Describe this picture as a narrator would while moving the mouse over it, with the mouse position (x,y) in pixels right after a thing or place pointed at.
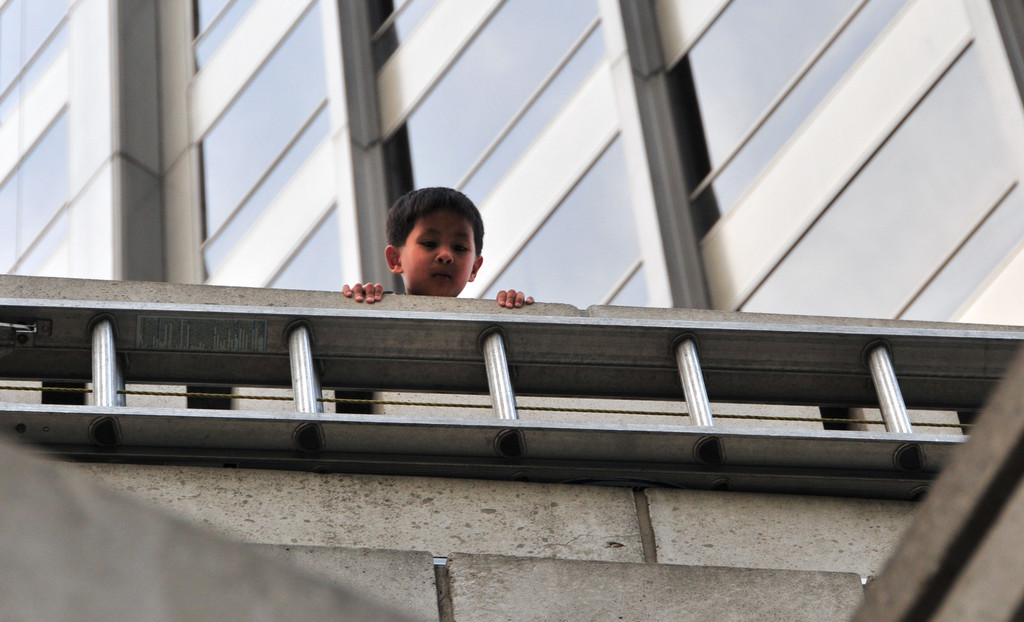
In this picture we can see the wall (530,570) with a railing (445,431), building (402,45) and a boy (410,280).
